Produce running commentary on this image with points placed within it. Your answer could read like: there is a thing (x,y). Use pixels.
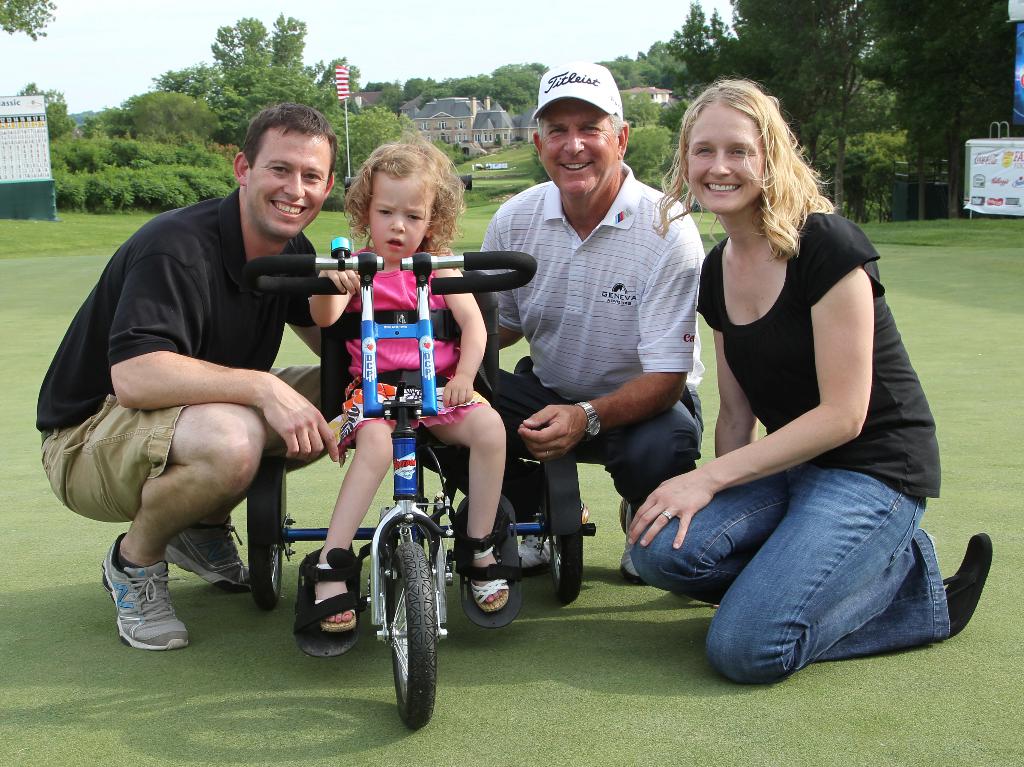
On the left side (186,234), there is a person (191,219) in black color T-shirt (209,257), smiling and squatting. Beside him, there is a baby (414,198) sitting on a tricycle (410,334). Beside this tricycle (435,388), there are two persons (781,143) smiling on the grass (799,681) on the ground (148,673). In the background (878,92), there are trees (874,67), buildings (530,124), hoardings (20,140) and there is sky (96,32).
